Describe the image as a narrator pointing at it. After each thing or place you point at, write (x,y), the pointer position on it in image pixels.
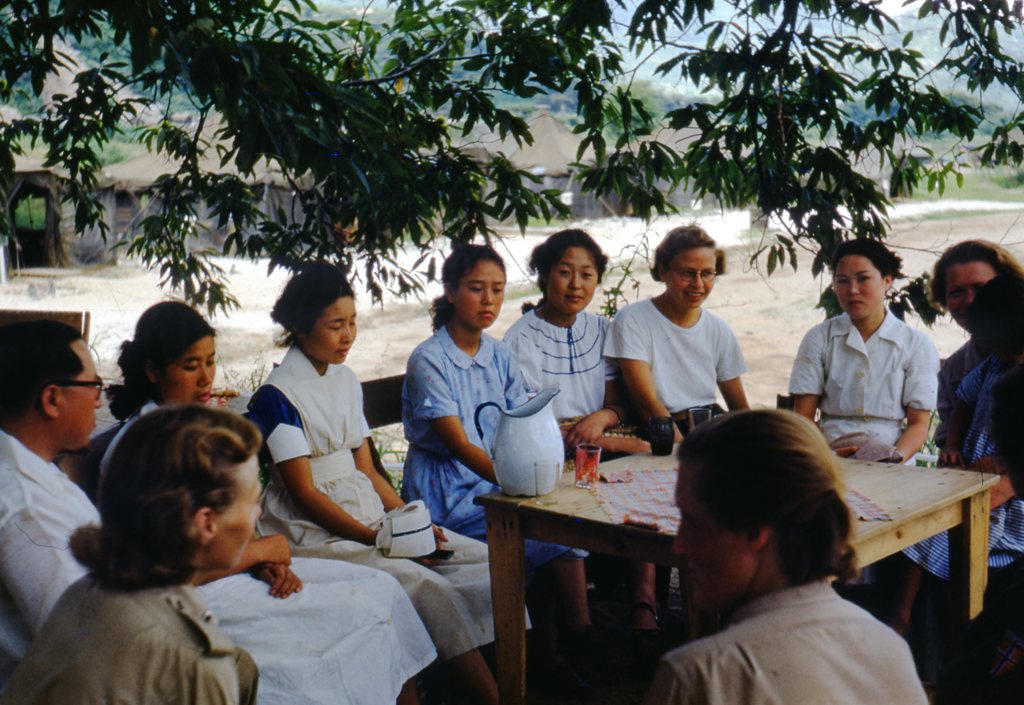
In this picture we can see some persons (436,480) sitting on the chairs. This is table (571,524). On the table (509,531) there is a jar (545,488) and a glass (578,460). On the background (265,205) there are some huts (493,145). And these are the trees (632,142).
